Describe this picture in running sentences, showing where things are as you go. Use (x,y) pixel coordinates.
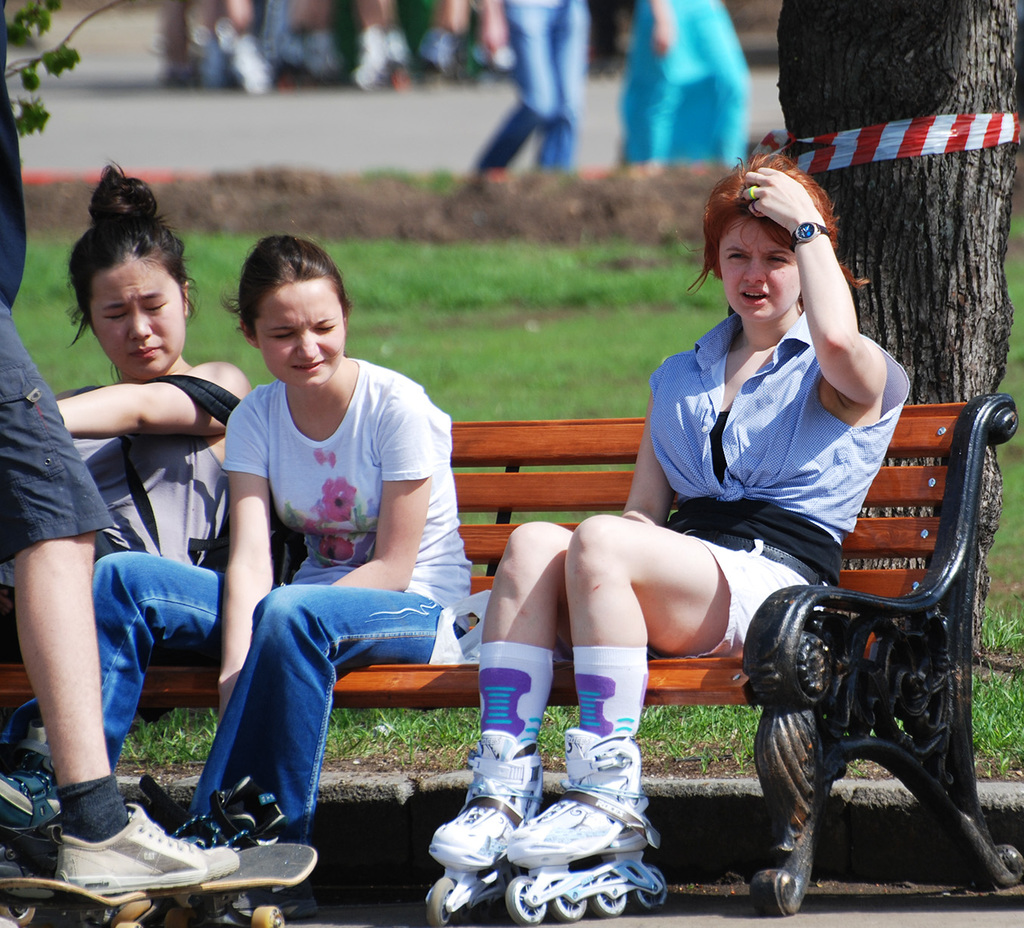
In this picture we can see there are three women (311,428) sitting on a bench (429,701) and a person (66,717) is standing on the skateboard (113,907). Behind the people (414,568) there is a tree trunk (898,40) and some blurred things (450,64).
